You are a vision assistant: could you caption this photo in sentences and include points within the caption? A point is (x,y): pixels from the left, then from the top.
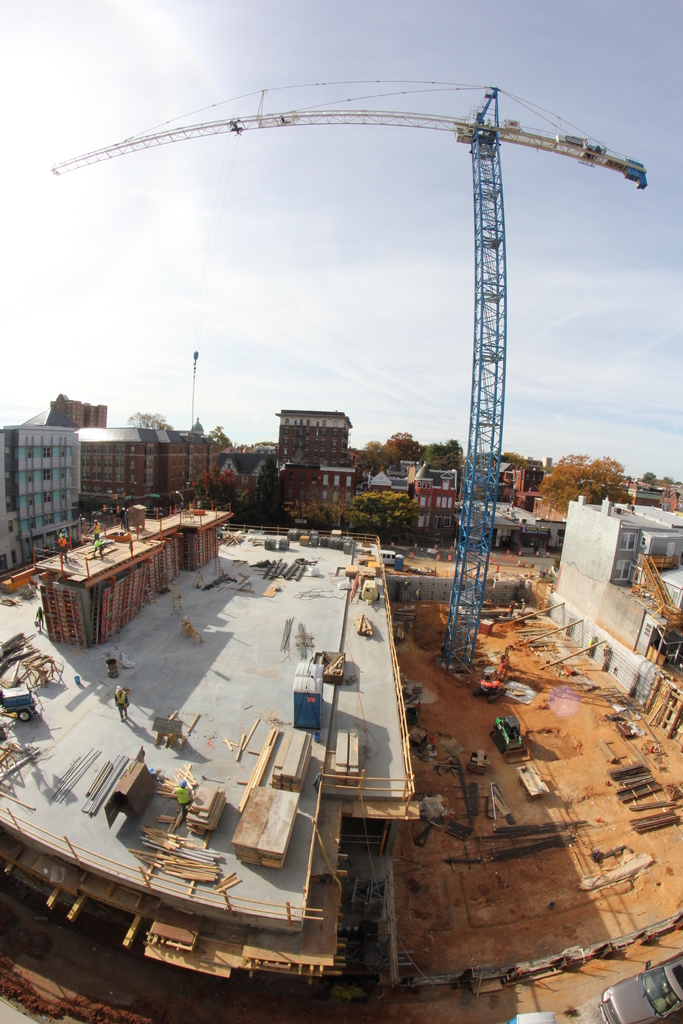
In this image we can see construction of buildings (309,804). Also there is a tower crane (469,475). In the back (148,467) there are buildings (60,481). Also there are trees (562,507). And there are vehicles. In the background (313,232) there is sky (313,232) with clouds (404,265). Also there are few people (124,708).
